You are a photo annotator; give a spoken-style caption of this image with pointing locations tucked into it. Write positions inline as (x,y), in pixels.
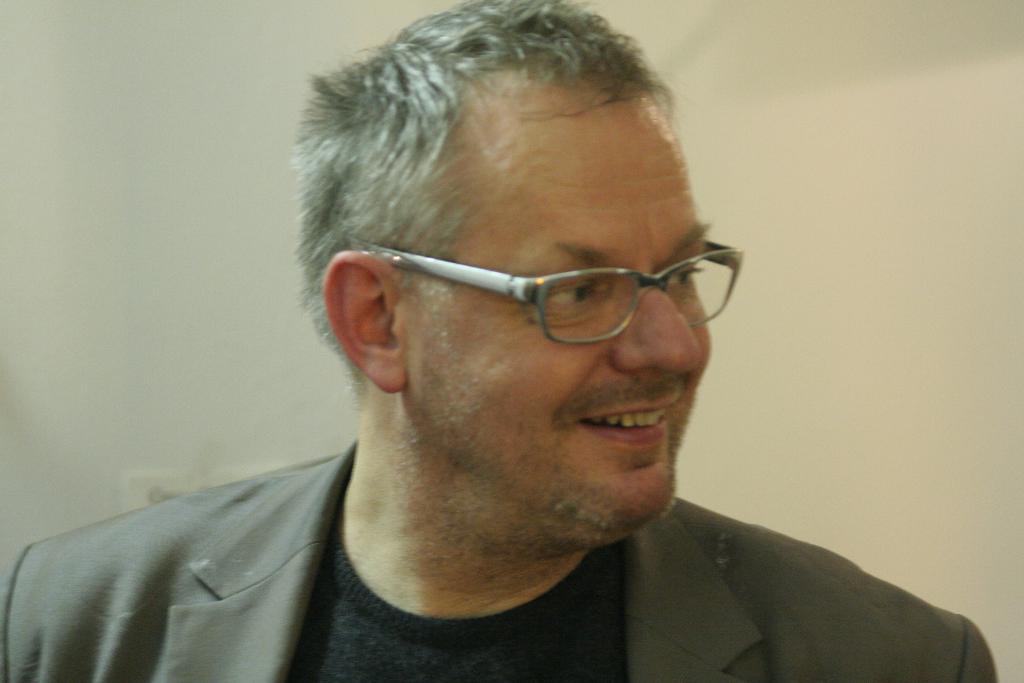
In the foreground of this image (541,423), there is a, man (497,397) in the suit (220,574) and in the background (855,132), there is a white wall (851,146).
